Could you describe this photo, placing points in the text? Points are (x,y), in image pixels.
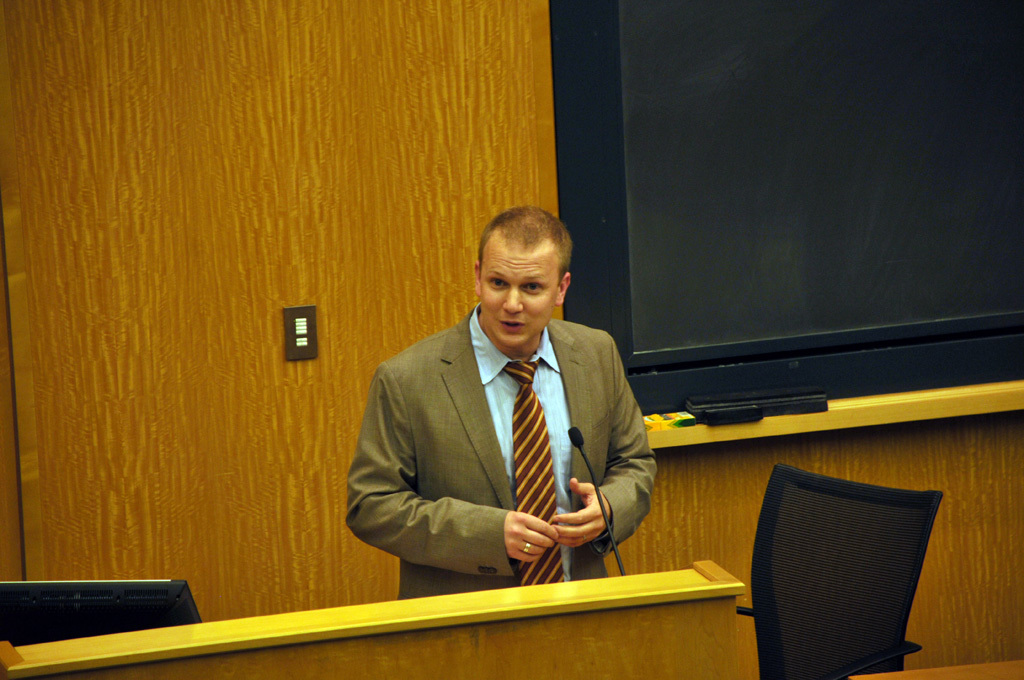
In the center of the image (586,420) we can see a man (610,474) standing. At the bottom (627,597) there is a table (639,612) and we can see a mic (620,557) placed on the table (674,671). We can see a chair (792,583). On the left (96,625) there is a computer (113,625) placed on the table (208,633). In the background (264,348) there is a wall (179,354). On the right (818,234) we can see a board (673,202) placed on the wall (89,434).
